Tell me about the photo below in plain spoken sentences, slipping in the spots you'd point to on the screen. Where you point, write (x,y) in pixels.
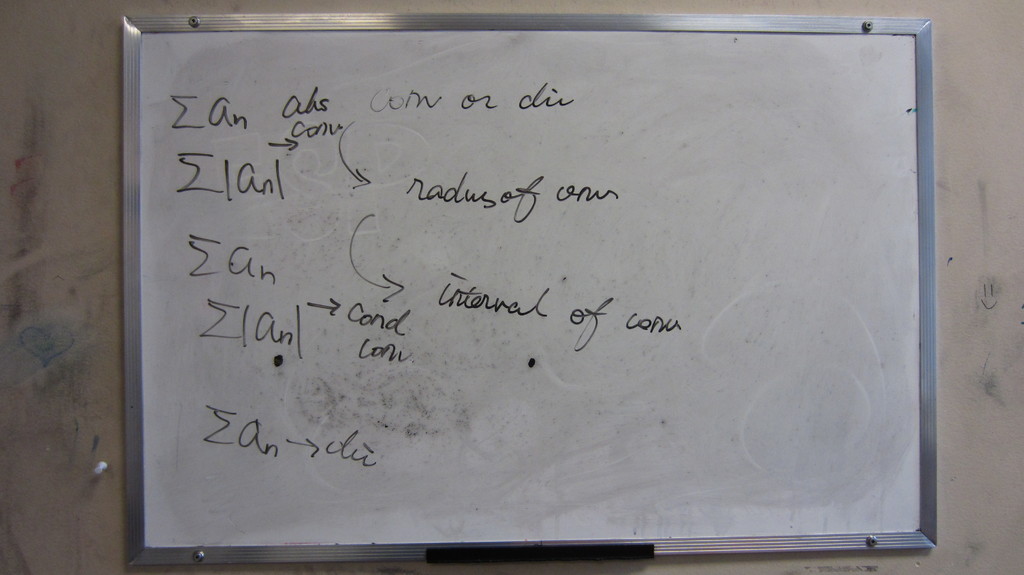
In this image, we can see a white board (367,320). On the board (333,315), we can see some text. Background (79,58) there is a wall (44,548).
